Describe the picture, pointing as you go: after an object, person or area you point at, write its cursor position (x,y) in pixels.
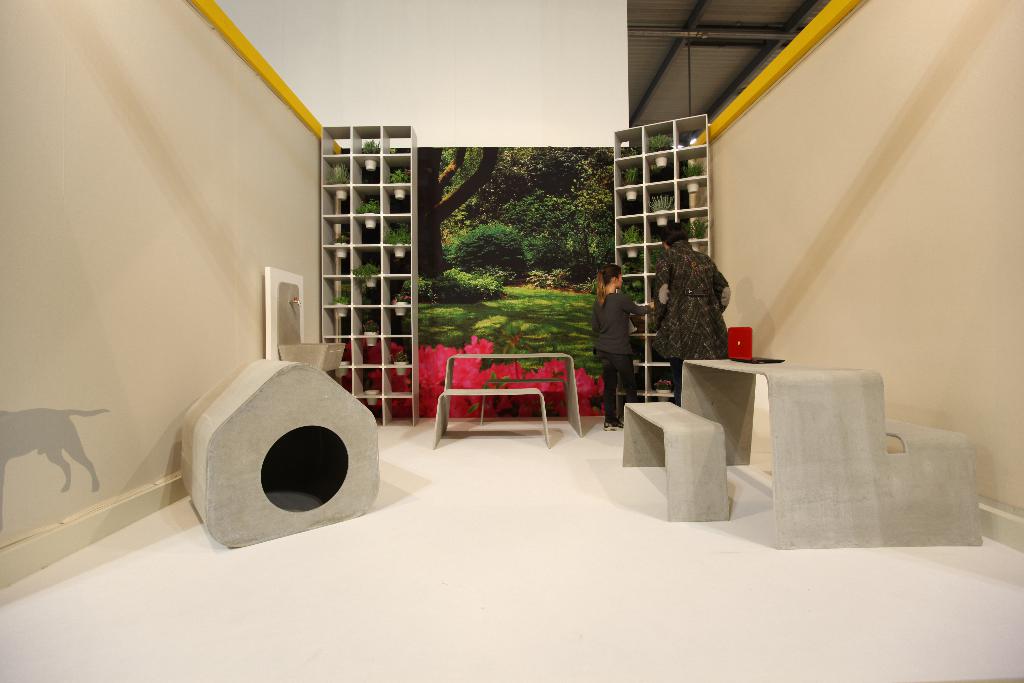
In this image, we can see few objects (793,438) on the white surface (617,628). Here there is a laptop (750,348). Background (680,361) we can see house plants (346,238), few people (626,319) and objects (269,355). On the left side of the image (7,435), we can see an animal picture (60,445) on the wall (83,400). Top of the image (722,115), we can see rods (650,84).
